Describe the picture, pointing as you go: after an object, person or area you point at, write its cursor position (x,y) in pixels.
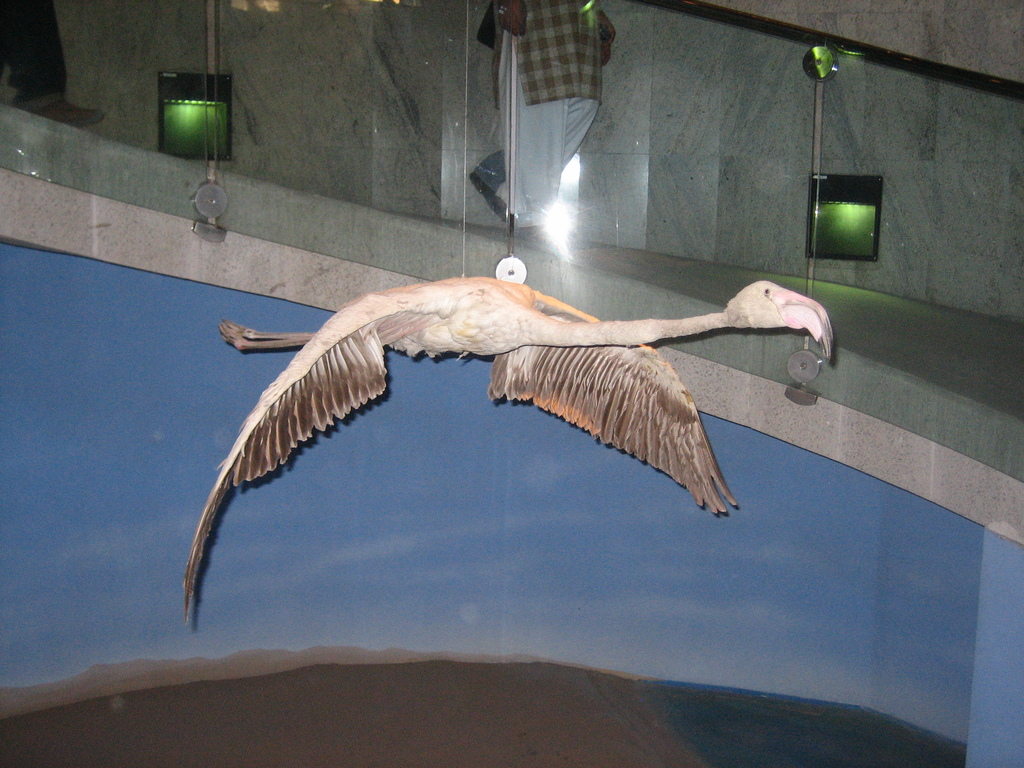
In this image we can see an artificial bird (473,350) is hang. In the background (183,219), we can see a wall (156,292), glass railing (293,164), lights (181,101) and a person (550,106).
